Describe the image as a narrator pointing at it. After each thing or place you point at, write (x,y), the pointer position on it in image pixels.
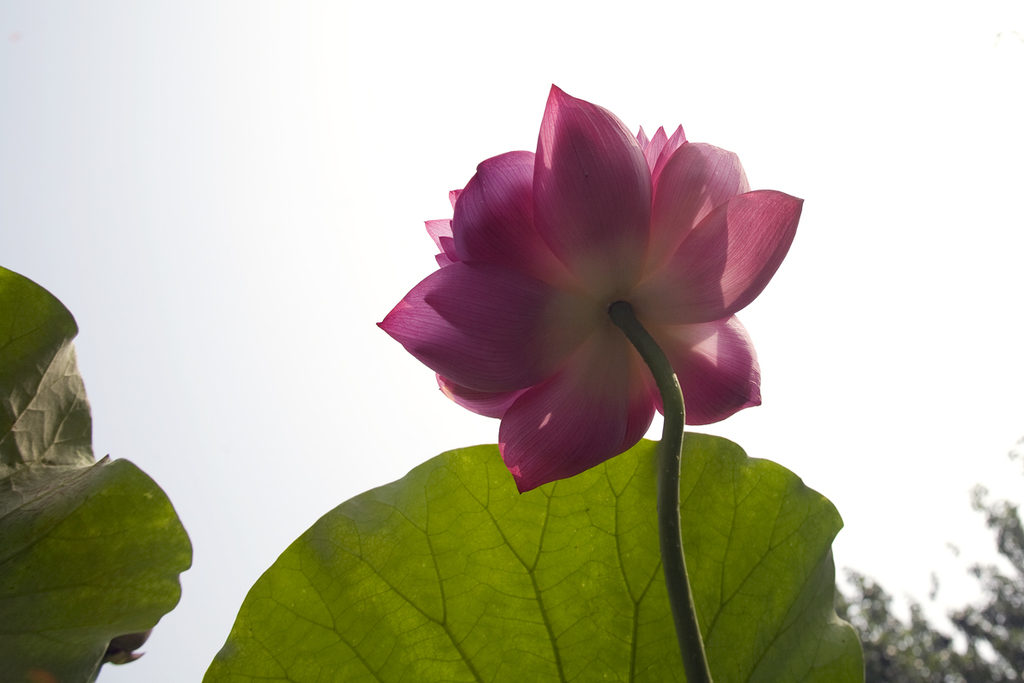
In this image we can see a flower (600,339) on the stem (664,521) of a plant (685,405). In the background (630,577), we can see the leaves (471,601), tree (999,619) and the sky (847,154).
